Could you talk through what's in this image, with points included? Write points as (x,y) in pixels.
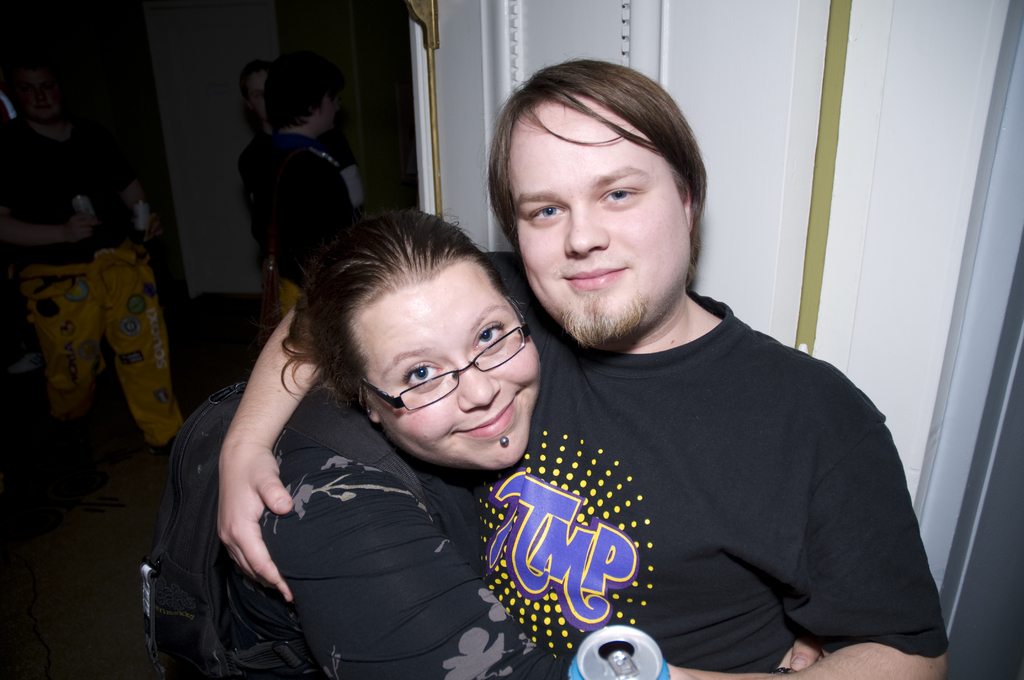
In the center of the image (444,233) two persons (507,408) are there, one person (634,620) is holding a can (617,635) and another person (296,472) is carrying a bag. In the background of the image (230,143) we can see wall (980,104) and some persons (84,139) are there. At the bottom of the image (70,603) floor (59,591) is there.
